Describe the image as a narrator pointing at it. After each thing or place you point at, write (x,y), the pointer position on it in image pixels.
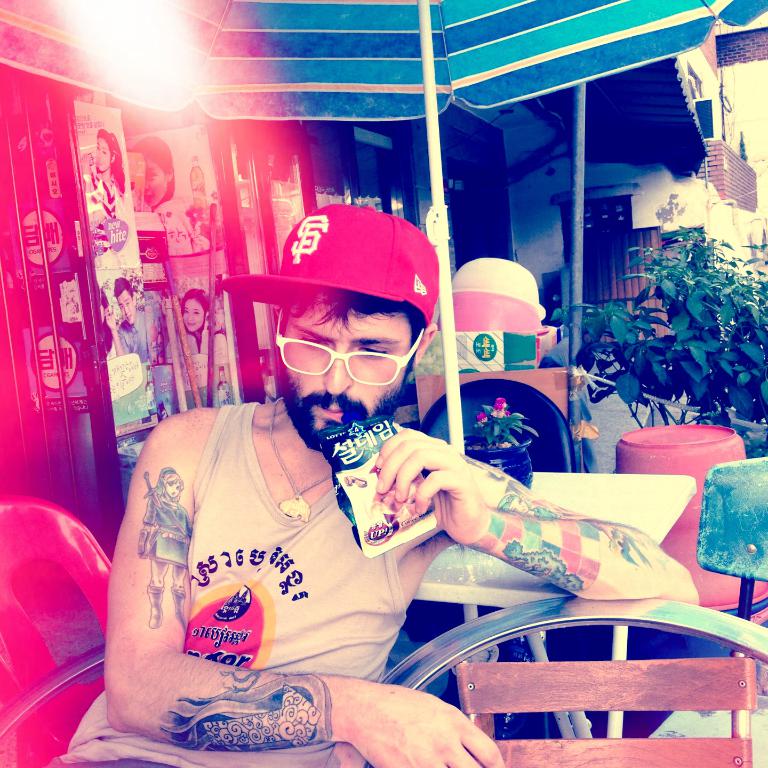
Here we can see a man (353,552) sitting on the chair (52,742). He is holding a snack (348,476) with his hand (404,436). He has spectacles (398,369) and he wore a cap (391,278). In the background (683,451) we can see plants (626,396), posters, poles (574,419), table (681,484), bucket (682,524), and a building (672,157).
